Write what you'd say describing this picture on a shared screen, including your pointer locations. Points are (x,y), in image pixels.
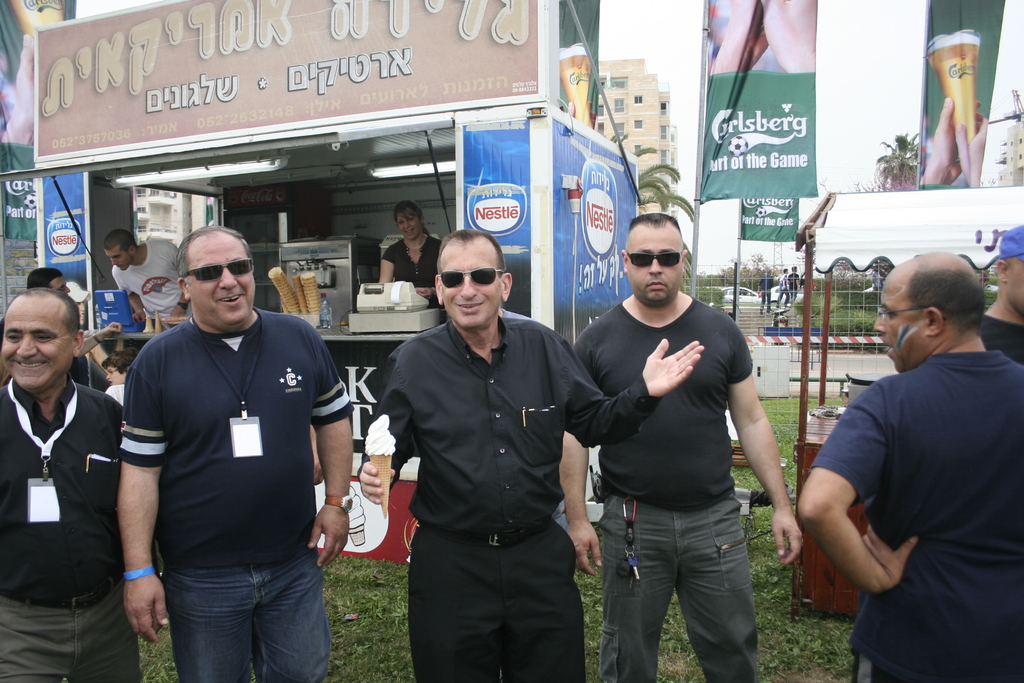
In the center of the image (605,363) we can see some persons (579,379) are standing, some of them are wearing goggles (636,258), id card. In the center of the image (480,341) a man (449,440) is standing and holding an ice-cream (379,460). In the background of the image (615,190) we can see shed (524,228), some persons (421,234), coffee machine (331,279), cones (303,291), billing machine (381,290), boxes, bottle (323,307), buildings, trees (640,200), mesh (792,305), boards (769,125) and some vehicles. At the bottom of the image (819,651) we can see the ground (788,647). At the top of the image (678,44) we can see the sky (659,40).
